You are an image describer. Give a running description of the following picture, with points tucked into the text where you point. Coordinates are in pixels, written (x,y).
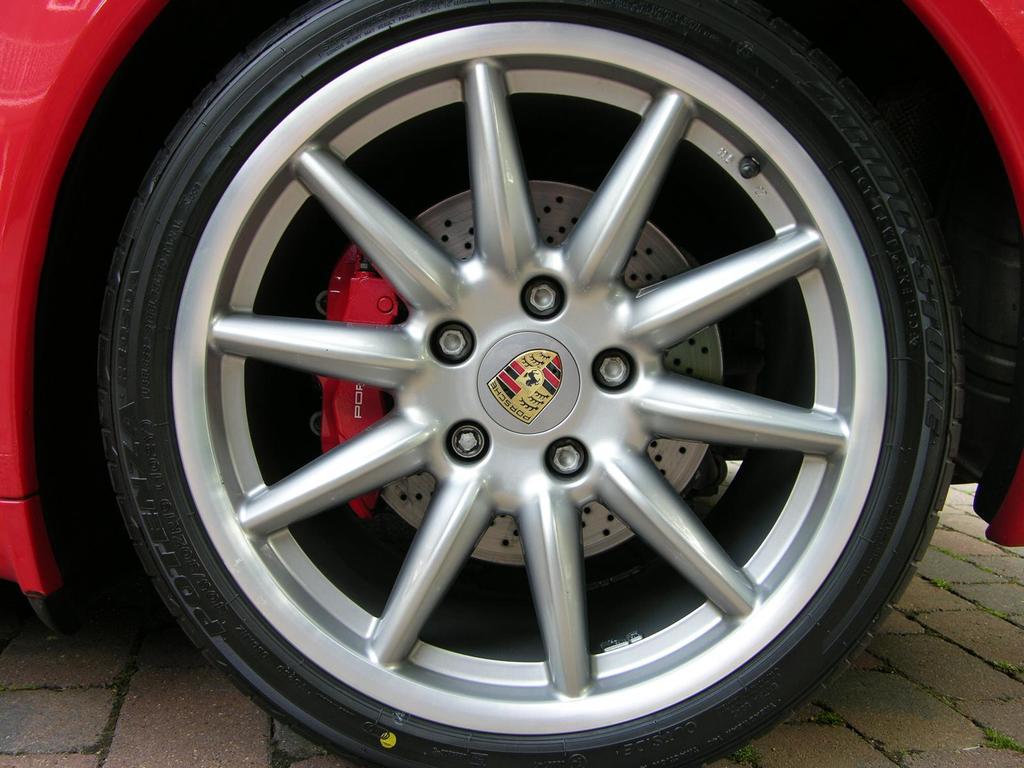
In this image I see a red color car (118,10) and I see the tire (922,535) over here and I see the logo (522,391) over here and I see the path (967,514) and I see the green grass (1007,736).
